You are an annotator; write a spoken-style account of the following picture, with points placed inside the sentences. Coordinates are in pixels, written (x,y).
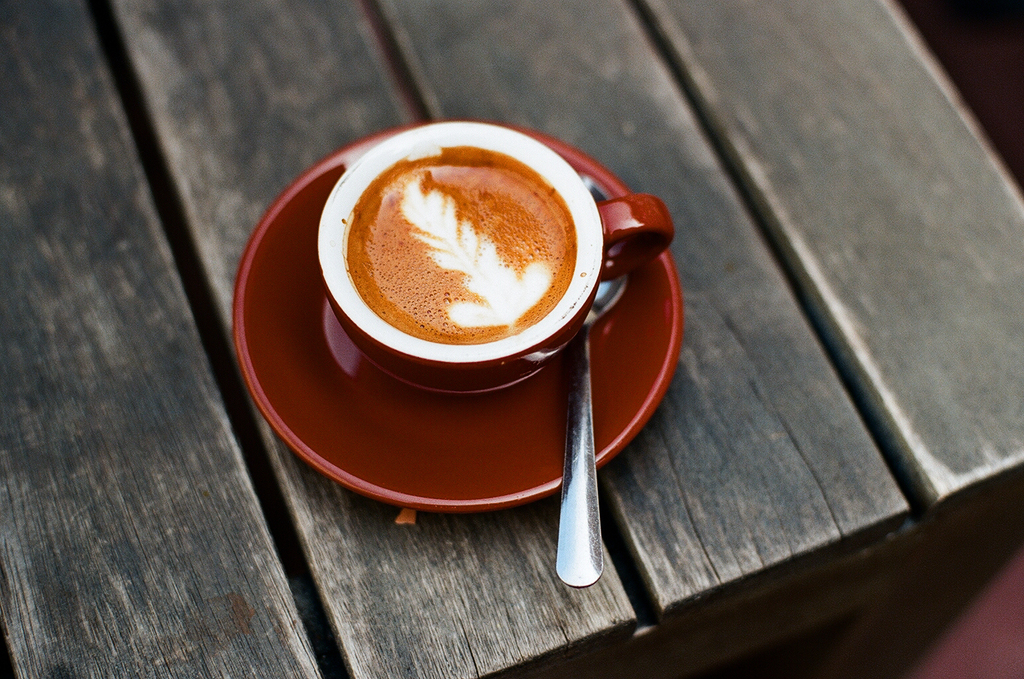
It's a coffee (446,175) in a cup (411,369), saucer (469,410) which is in a dark red color. There is a spoon (579,391) in it.
